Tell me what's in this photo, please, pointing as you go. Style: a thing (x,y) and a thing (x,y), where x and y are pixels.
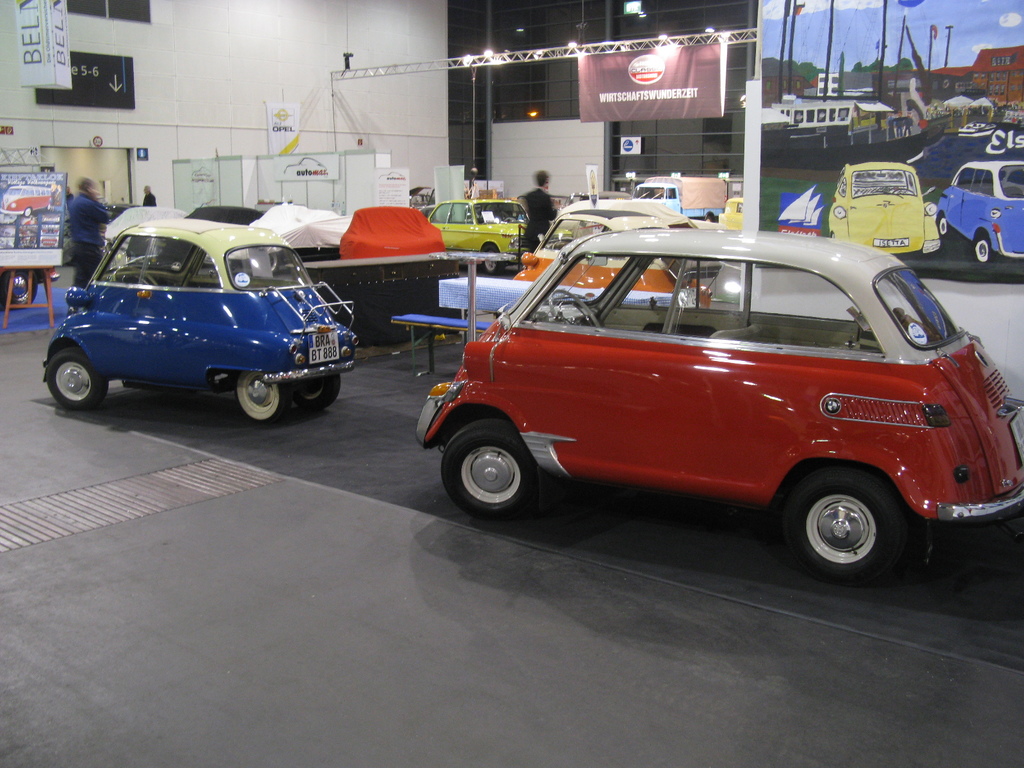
This looks like a car show. I can see different types of cars (310,370). There are few people (100,231) standing. This is a banner (669,69) hanging. I can see the lights (487,54) attached to the lighting truss (440,63). This is a board (126,98) and a poster (763,157) attached to the walls (402,97). This is a board (57,232) with a stand (44,307). I think these are the benches (432,322). This is a floor (453,605).
